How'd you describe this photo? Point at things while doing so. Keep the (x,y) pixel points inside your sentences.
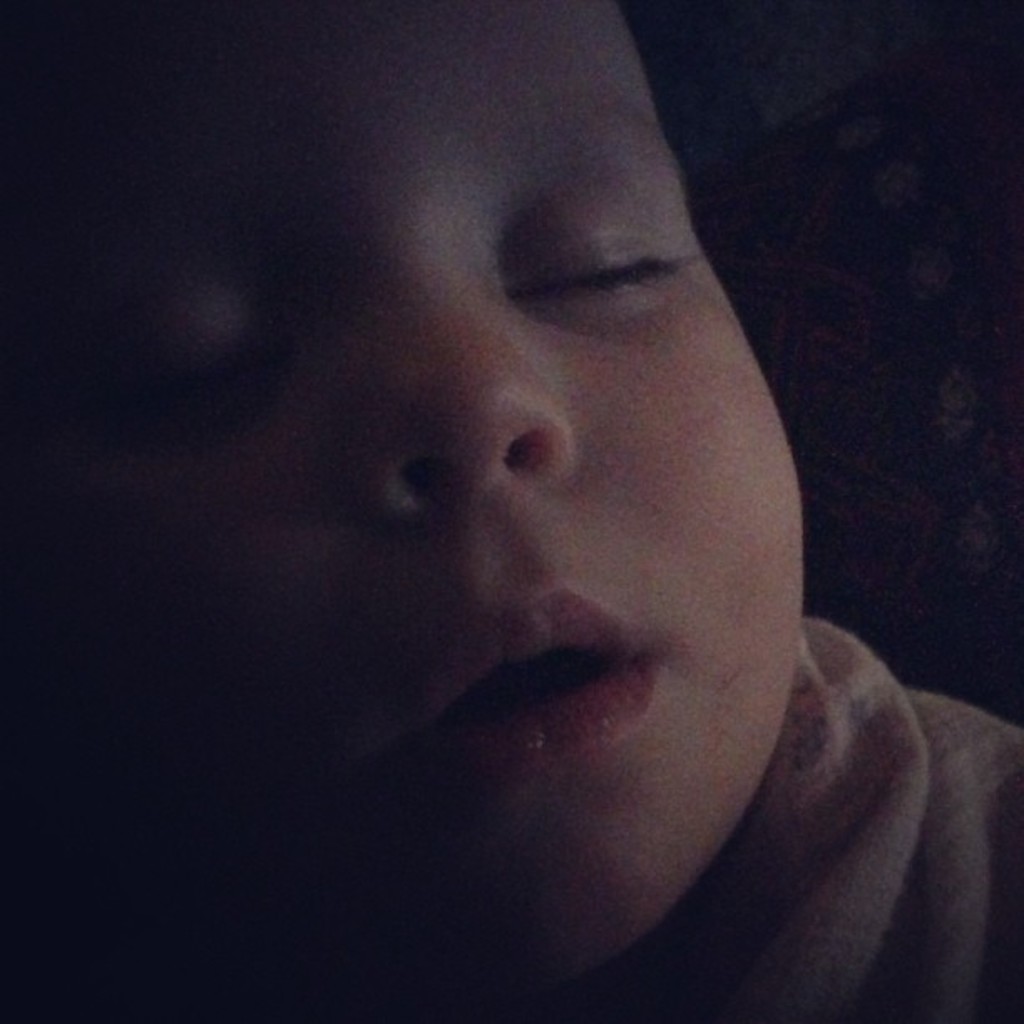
In this image we can see a kid (637,139). There is a dark background (814,306).
